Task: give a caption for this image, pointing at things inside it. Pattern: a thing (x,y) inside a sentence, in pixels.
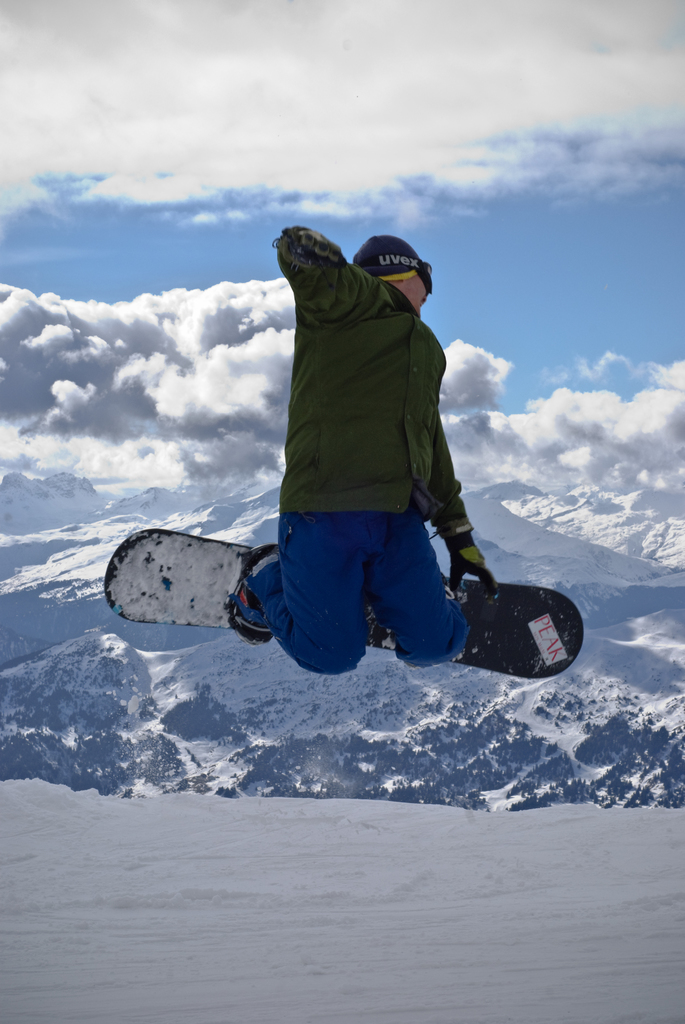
In this image we can see a person (362,388) jumping with ski board (251,552) on his legs (340,642), also we can see the snow (427,810), mountains (244,711), and the cloudy sky (458,275).
